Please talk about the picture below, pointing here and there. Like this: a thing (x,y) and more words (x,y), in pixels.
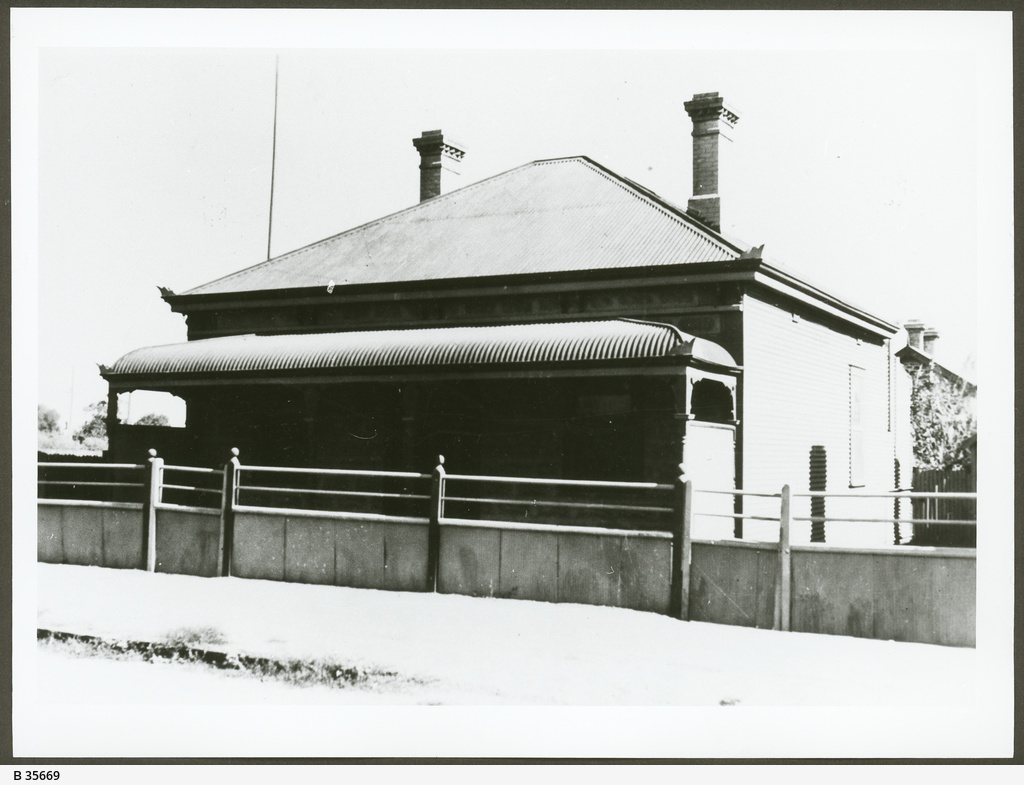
This is a black and white image. On the bottom left (41,771), there is a watermark (54,771). In the middle of this image (405,342), there is a building (477,352). Besides this building (630,389), there is a fence (892,600). Besides this fence (869,594), there is a road (884,652). In the background (61,397), there are trees (974,406) and there is sky (158,228).
